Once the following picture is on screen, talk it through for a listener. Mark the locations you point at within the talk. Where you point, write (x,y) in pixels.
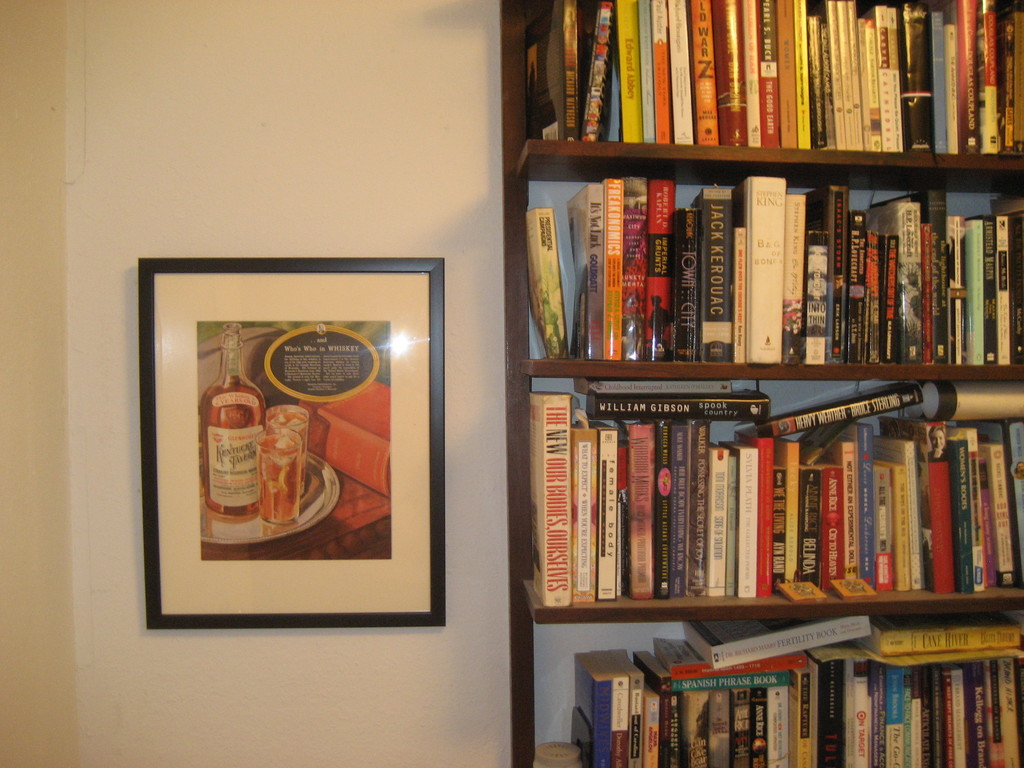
In this picture we can see few books (853,500) in the racks (655,605), on the left side of the image (329,431) we can see a frame (329,431) on the wall (295,242).
